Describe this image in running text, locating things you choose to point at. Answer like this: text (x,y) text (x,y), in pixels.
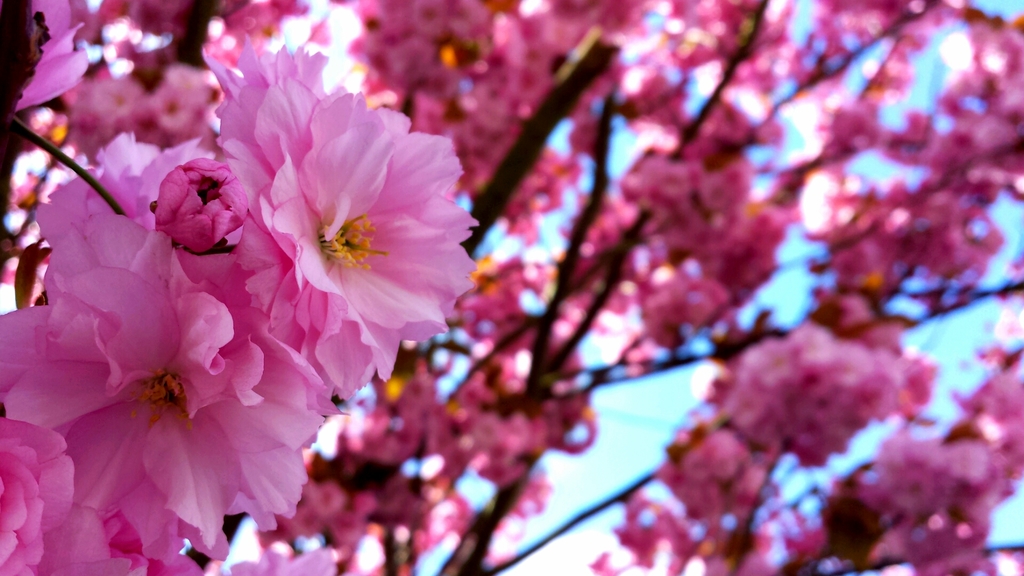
In this picture we can see few pink color flowers (310,255).
